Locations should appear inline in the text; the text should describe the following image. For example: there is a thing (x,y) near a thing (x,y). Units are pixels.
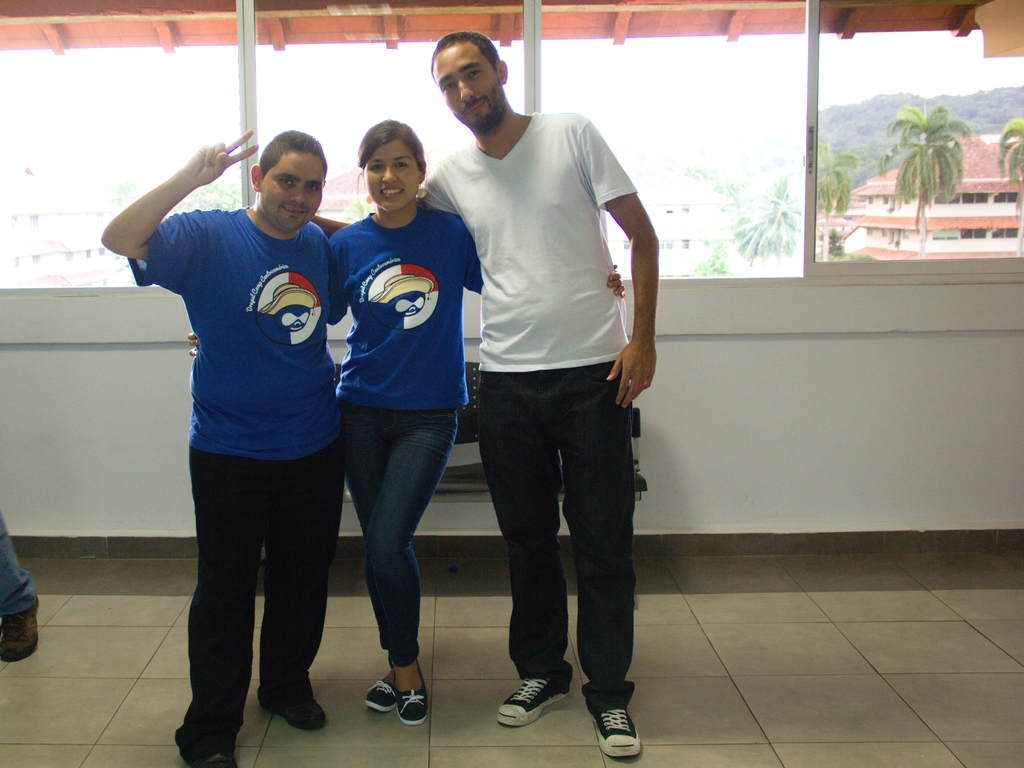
In this image there are three people (381,293) standing and smiling. At the back (777,163) there is a window (799,131). There are trees (936,139), buildings (987,151) at the back (707,179). At the top (664,108) there is a sky (645,42).
